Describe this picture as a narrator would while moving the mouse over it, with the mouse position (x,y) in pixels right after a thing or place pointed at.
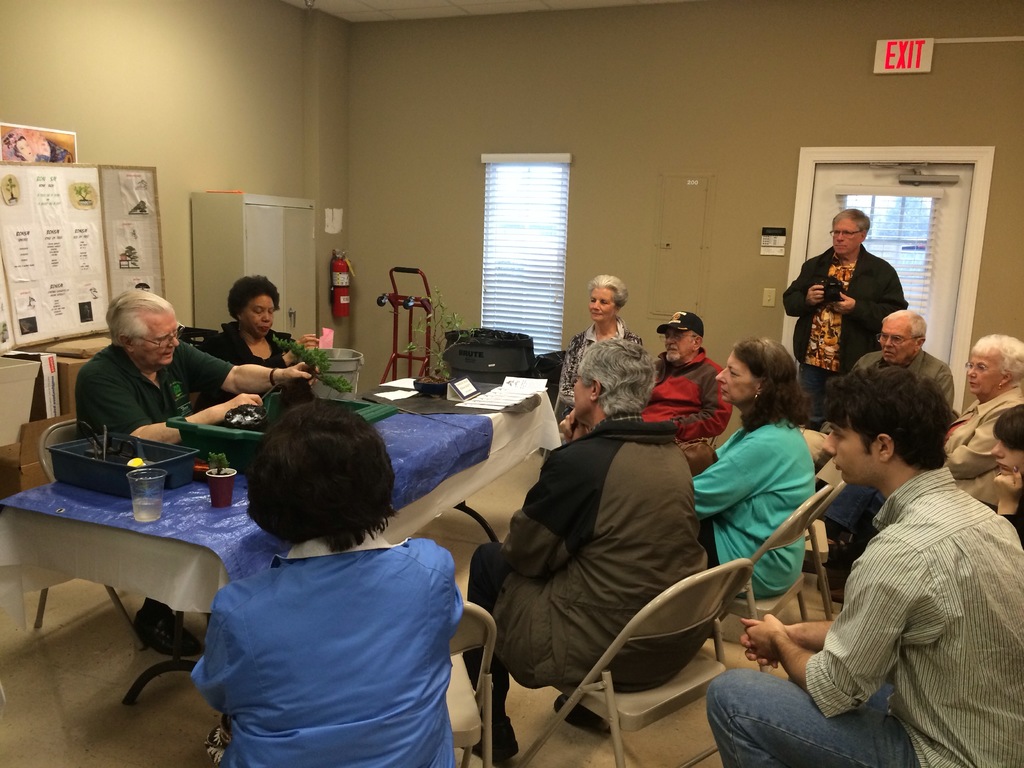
It is a room (132,739) there are some people (856,465) sitting on the chair (839,480) there is a table (555,443) in front of them and opposite to the table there is a woman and man (102,396) are sitting on the table (198,497) there are some plants (301,404) beside to the wall (719,280) there is a person (822,337) standing by holding camera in the background (787,192) there is a wall (868,113) and exit room (853,160) and to the left (333,248) there is a fire extinguisher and some other posters (116,265) to the wall (175,238).
